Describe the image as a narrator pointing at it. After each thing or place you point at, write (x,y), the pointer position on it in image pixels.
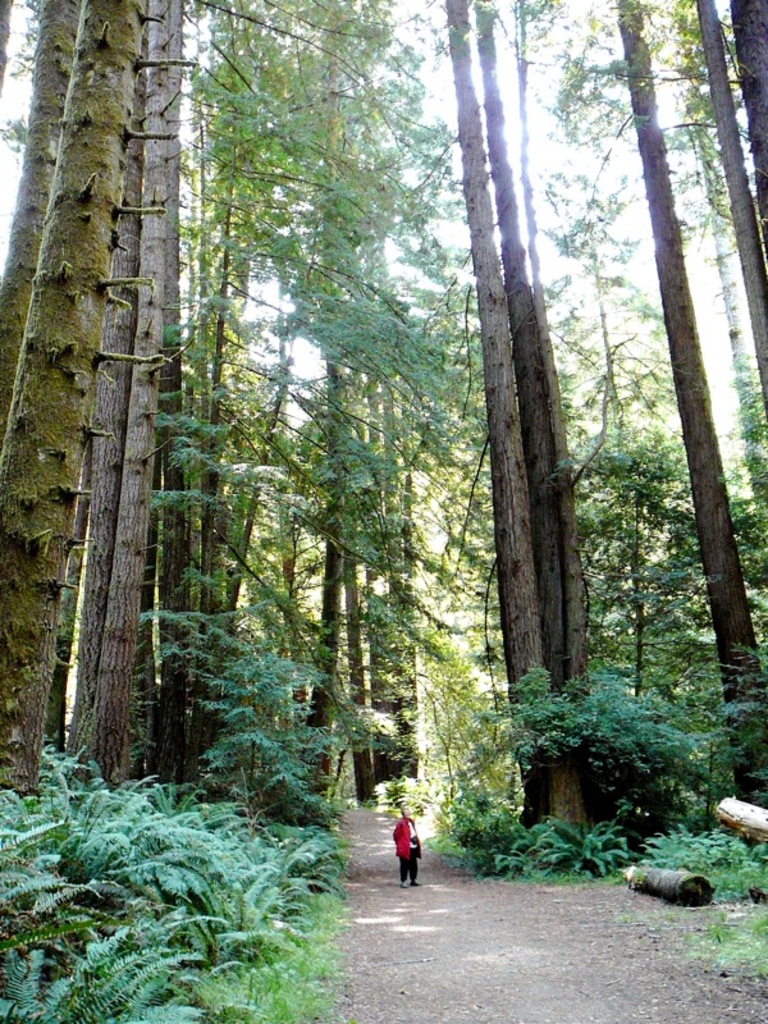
In this image we can see a person (412,831) standing. There are groups of trees (653,737), plants (310,825) and the grass (312,939) in the image. At the top (513,126) we can see the sky (541,55).
